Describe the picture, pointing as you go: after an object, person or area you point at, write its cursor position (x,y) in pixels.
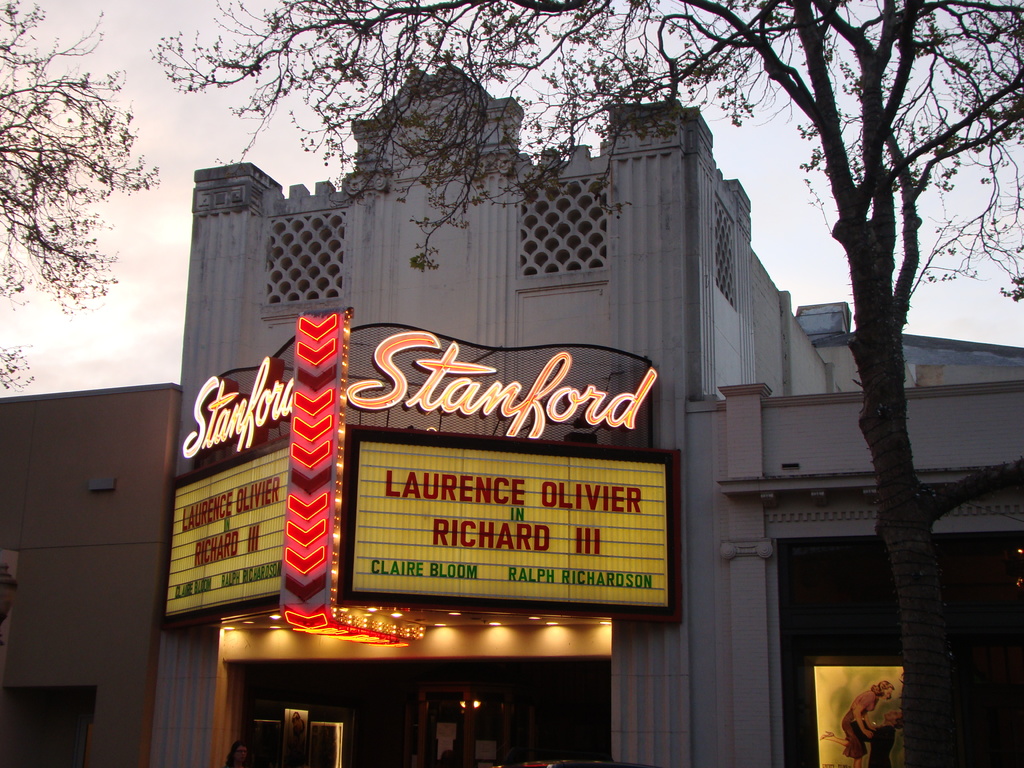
In this picture we can see buildings (74,516) and boards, here we can see a person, trees (631,17) and some objects (98,480) and in the background (617,24) we can see the sky (663,2).
